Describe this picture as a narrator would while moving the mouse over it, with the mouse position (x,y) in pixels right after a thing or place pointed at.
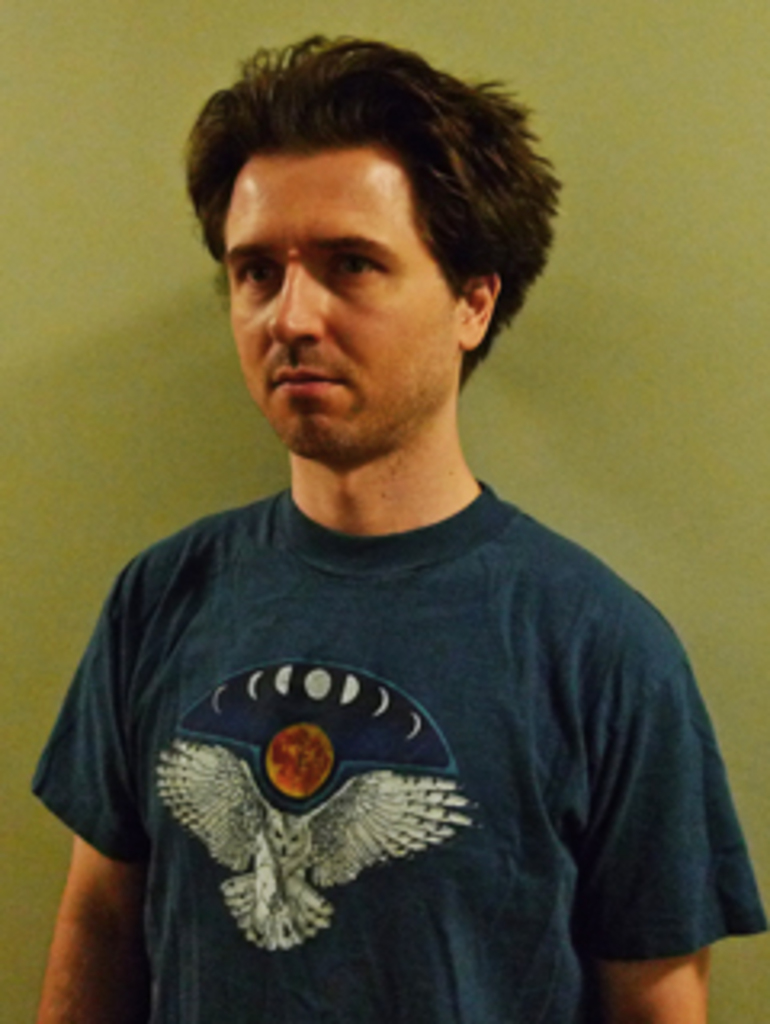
In this the center is one person (300,762) who is wearing t shirt (237,866), and on his t shirt (238,836) there is an image (231,833) of a bird (388,826) and in the background (612,178) there is a wall (642,220).
